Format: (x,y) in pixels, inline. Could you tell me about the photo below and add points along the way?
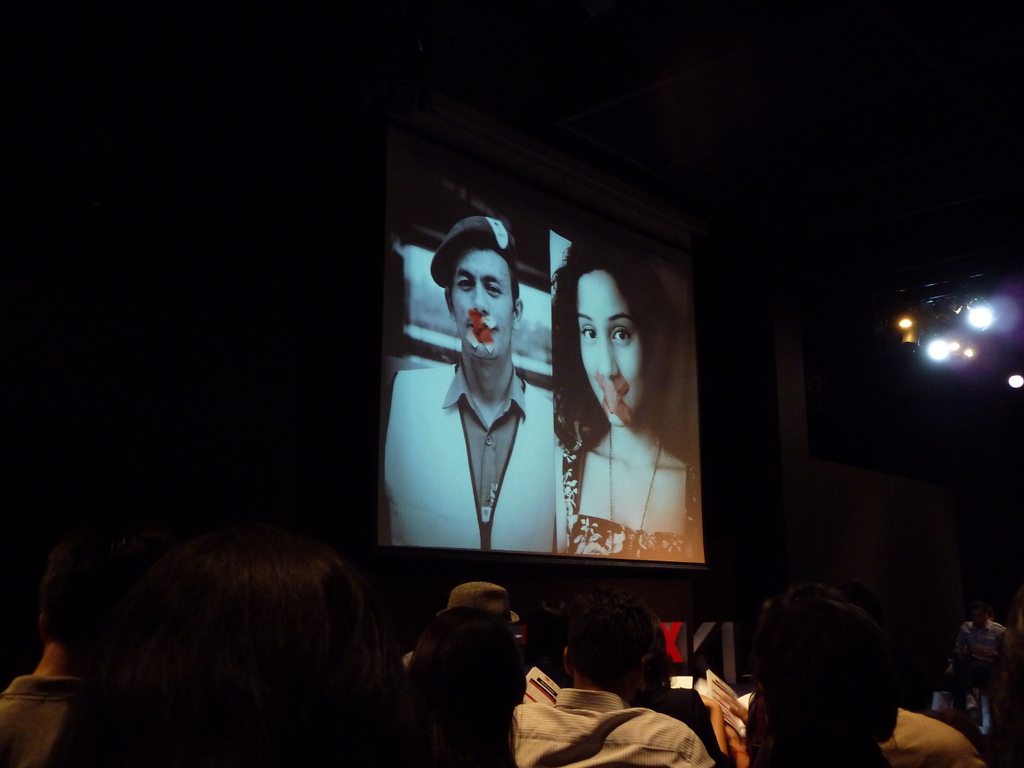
In this picture we can see a group of people (371,665) and in front of them we can see the lights (937,342), screen (654,326) and some objects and in the background (98,194) it is dark.
